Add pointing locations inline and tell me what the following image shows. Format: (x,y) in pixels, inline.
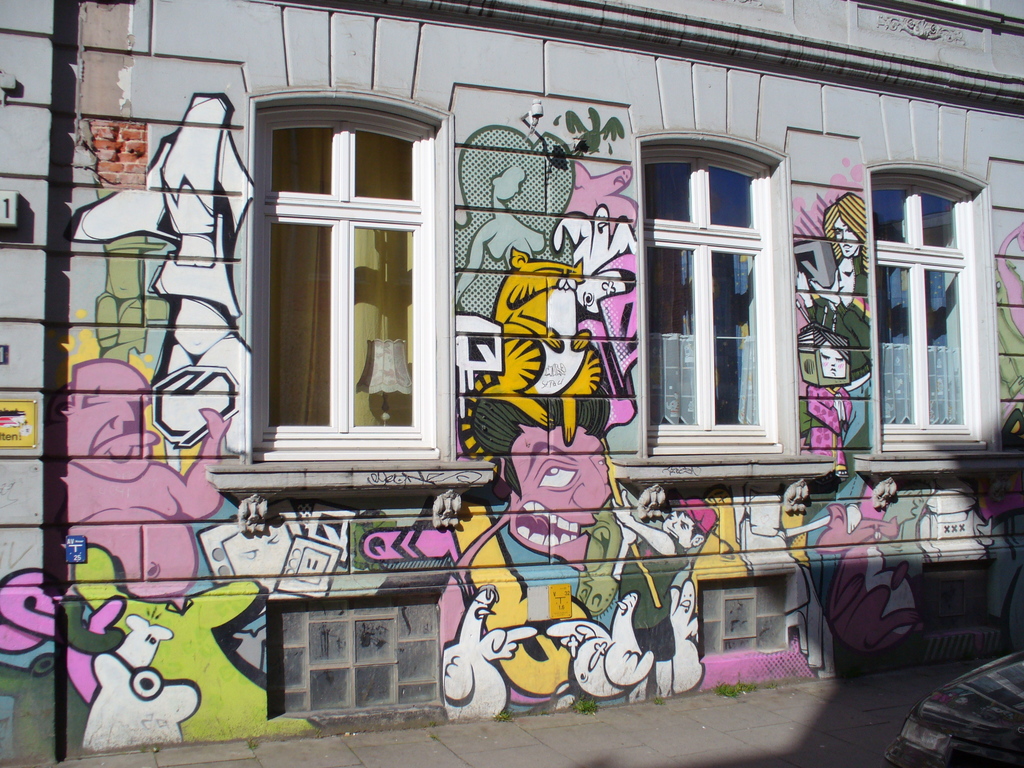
In this image there is a wall (523,320) of a building (509,351) having few windows (921,345). Left side there is a lamp (375,377) behind the window (319,287). Few images (188,545) are painted on the wall (500,409). Right bottom there is an object (973,720) on the pavement (636,725).
